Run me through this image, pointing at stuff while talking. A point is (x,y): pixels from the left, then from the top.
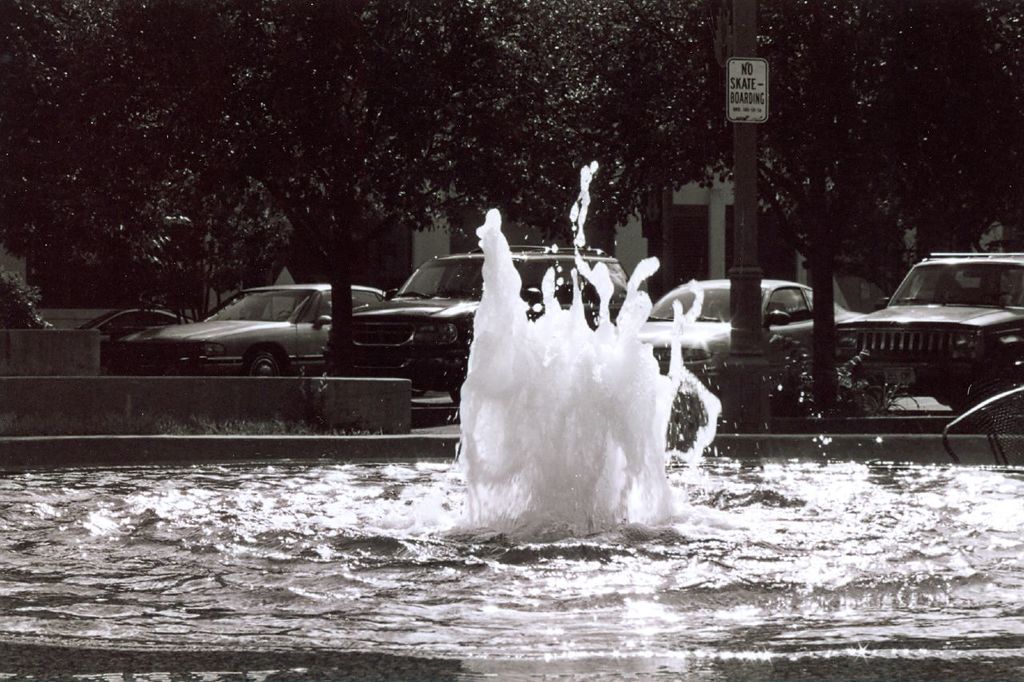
This picture is clicked outside. In the center (654,382) we can see a fountain (654,389) and a water body (616,569). In the background (690,206) we can see the buildings (689,231), trees (181,237), group of cars (956,324) and some other objects (14,390) and we can see the text (753,80) on the board (745,80) attached to the pole (744,41) and we can see the plants (793,363).
